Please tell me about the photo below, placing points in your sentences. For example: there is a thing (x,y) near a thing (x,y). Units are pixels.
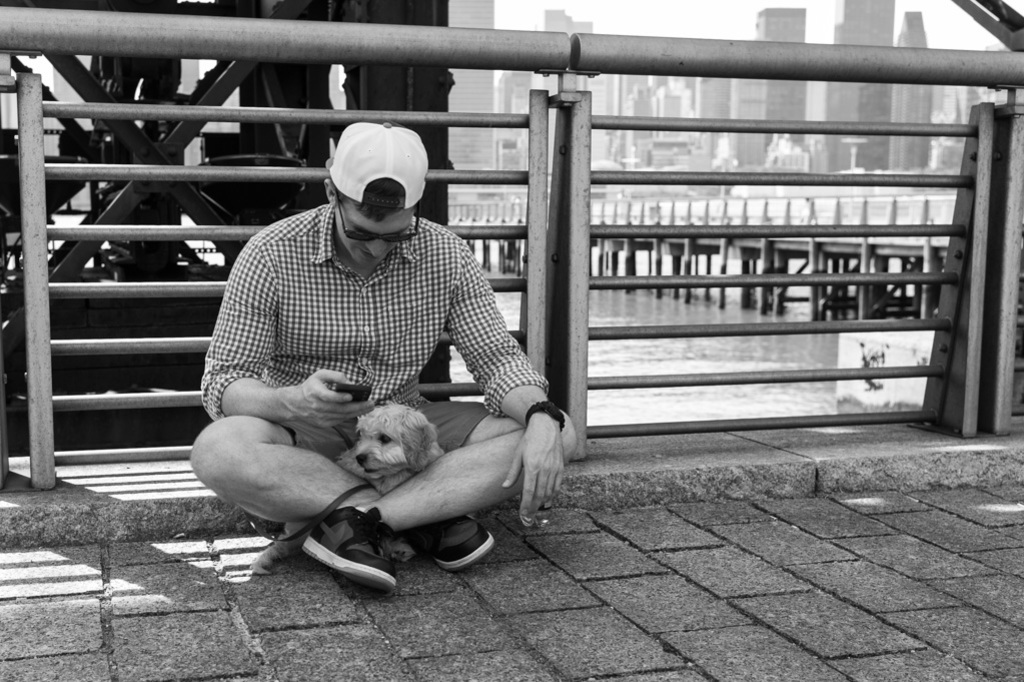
a person (329,402) is sitting on a road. there is a dog (392,450) near to him. behind him there is a fencing (651,330), water (657,350), bridge (750,199) and buildings (787,90).
